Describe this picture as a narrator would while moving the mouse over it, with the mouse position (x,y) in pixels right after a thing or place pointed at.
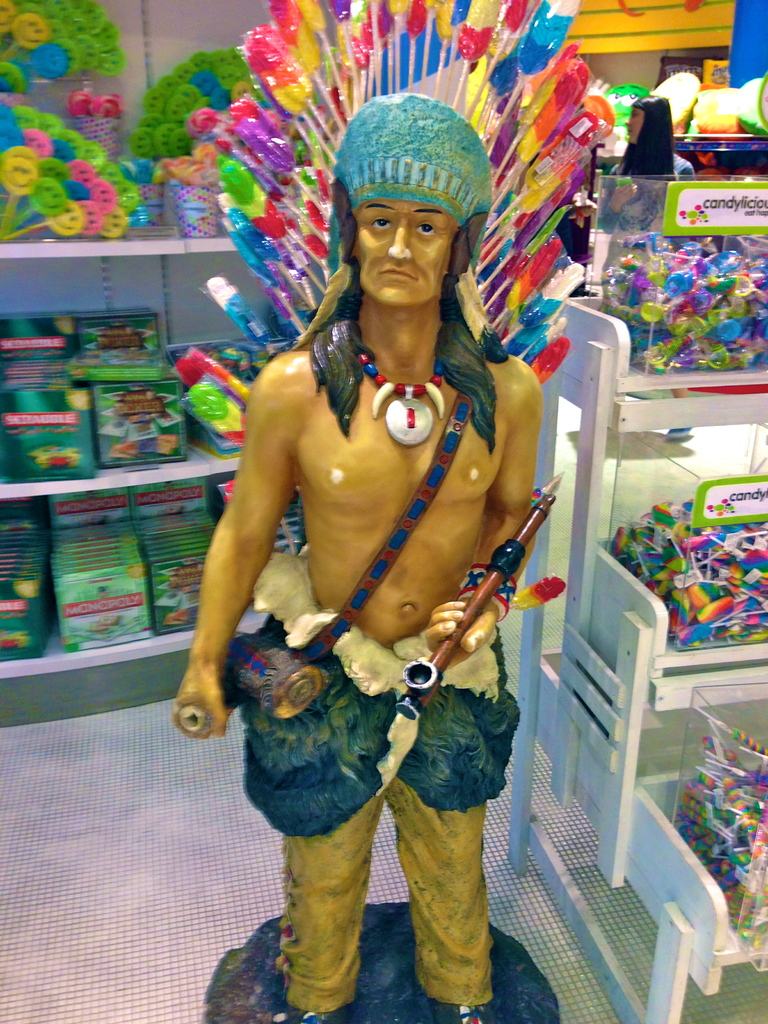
There is a sculpture (267,500) and this is floor (95,851). Here we can see a rack (679,423) and there are some food items (692,520). On the background (104,330) we can see some board games (140,538) and these are the smiley sticks (163,146).
